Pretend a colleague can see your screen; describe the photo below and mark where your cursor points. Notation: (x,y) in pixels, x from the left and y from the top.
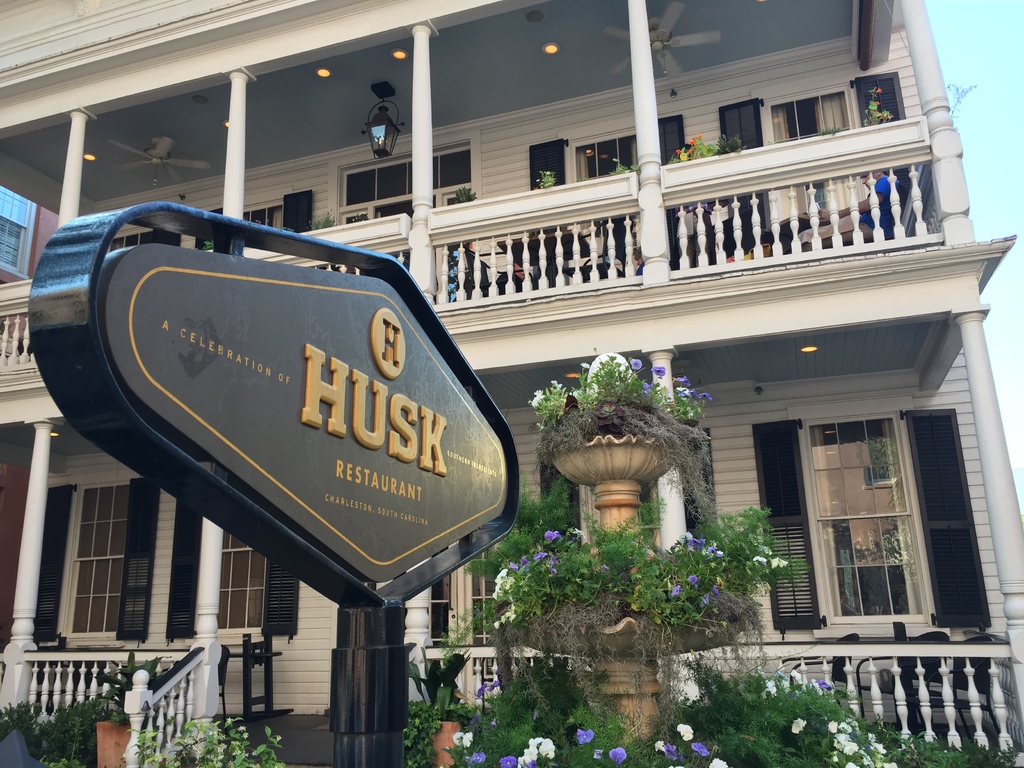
In the image we can see the building (748,357) and these are the windows (815,479) of the building (854,506). Here we can see pole (355,623), board (337,409) and text (317,405) on the board (355,399). Here we can see flower plants (570,726), blinds (138,553), lantern (390,119) and the fence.
